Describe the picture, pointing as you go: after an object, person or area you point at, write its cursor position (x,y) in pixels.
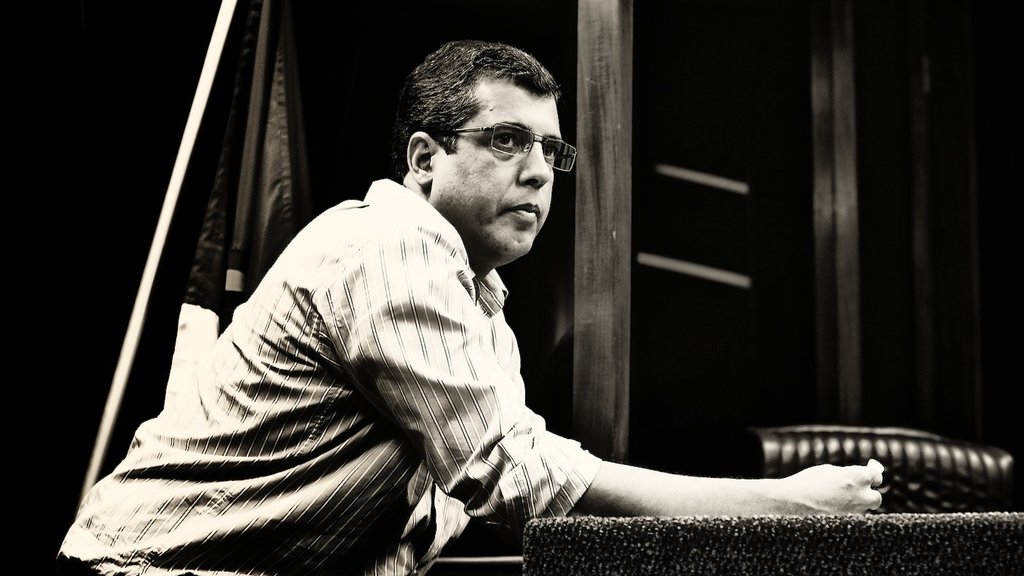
In the picture we can see a man (507,471) sitting on the chair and keeping a hand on the desk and he is in a shirt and behind him we can see a poles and a cloth (274,55) to the pole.
